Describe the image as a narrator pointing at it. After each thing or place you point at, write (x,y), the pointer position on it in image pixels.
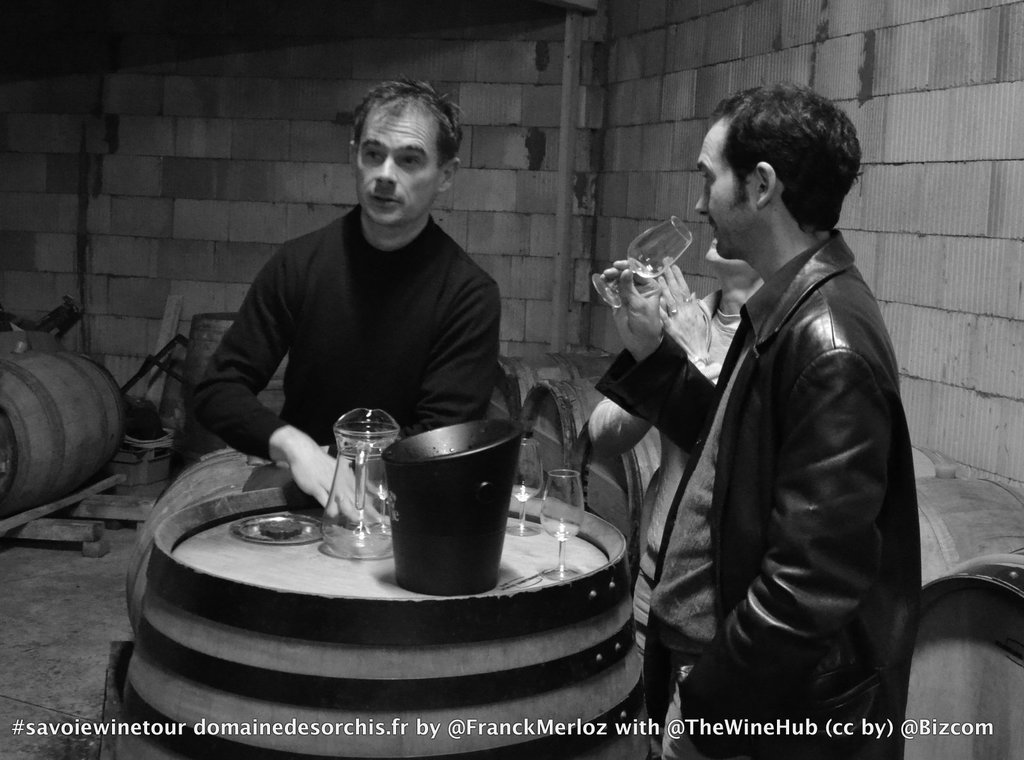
Here we can see a black and white photograph, in this we can see three people (418,424), in front of them we can find glasses (524,530), a jug (341,491), bucket (485,505) and other things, on the right side of the image (743,433) we can see a man (743,433), he is holding a glass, beside them we can find few barrels (552,439), at the bottom of the image (472,728) we can find some text (507,730).
